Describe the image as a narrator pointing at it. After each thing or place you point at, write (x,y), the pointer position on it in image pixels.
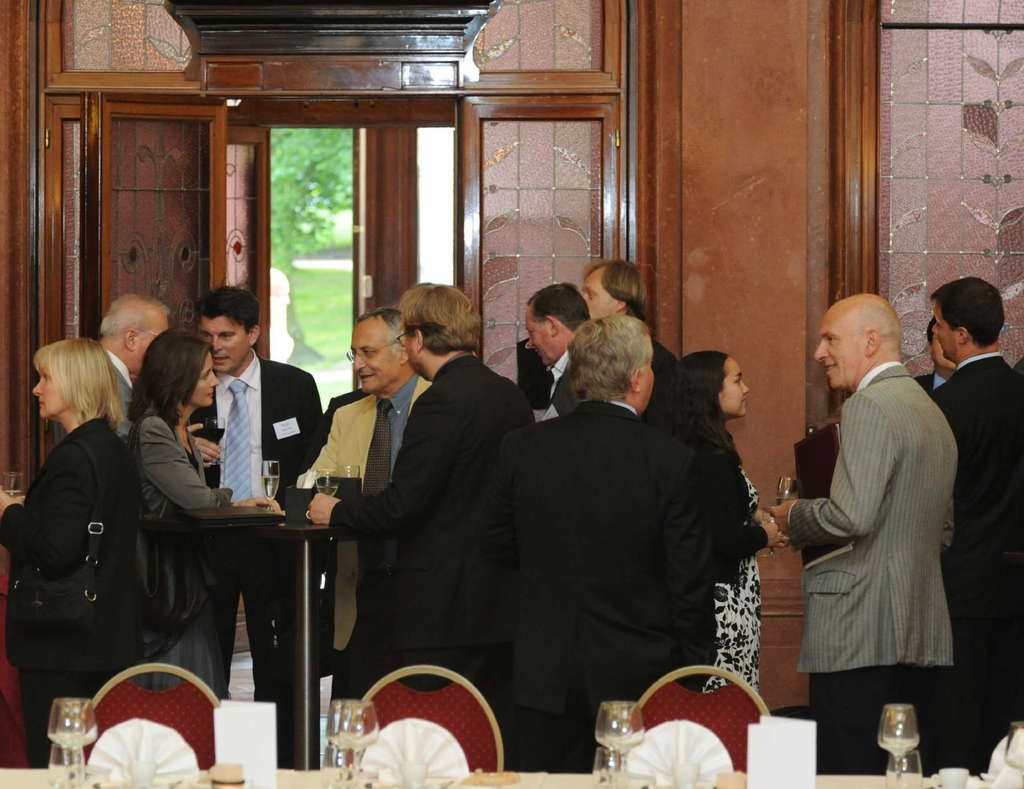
In this picture we can see a group of people (78,521), here we can see tables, chairs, glasses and in the background (883,285) we can see a wall (738,425), doors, trees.
